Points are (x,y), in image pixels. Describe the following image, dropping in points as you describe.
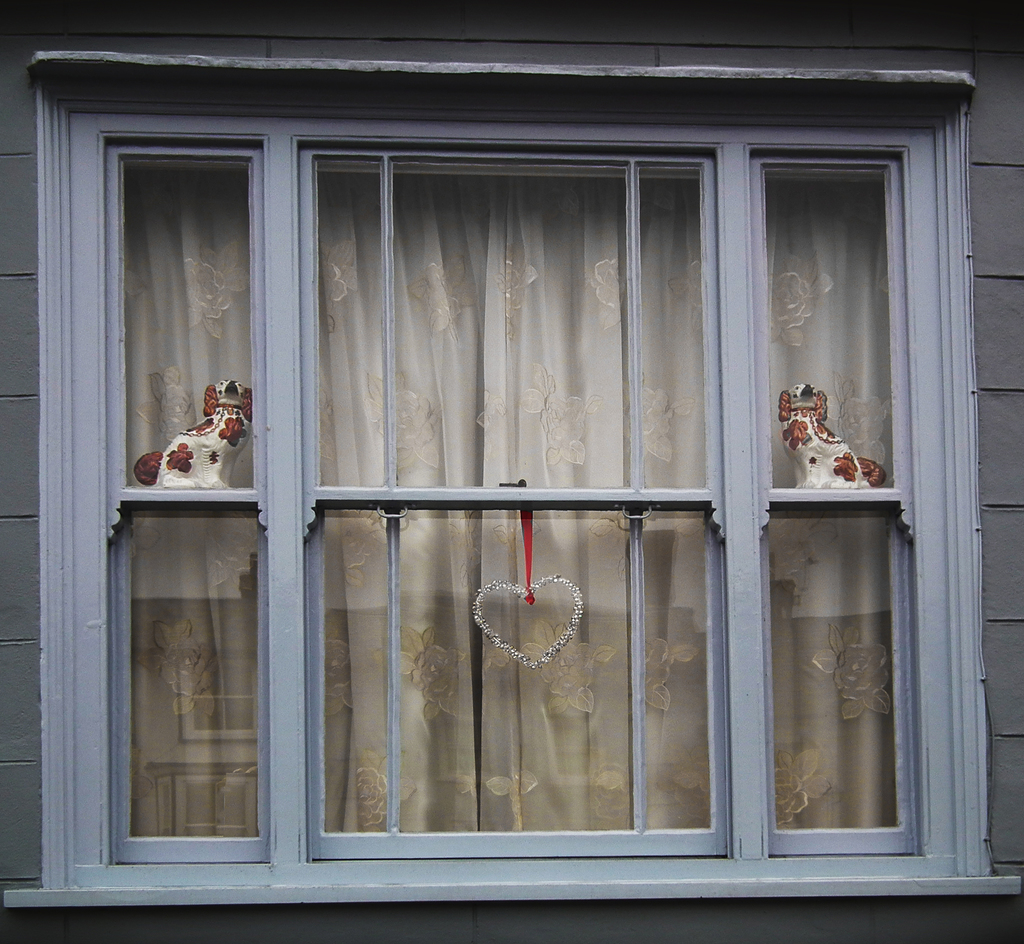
In this image we can see a window (621,455), through the window (636,576) we can see a curtain (361,413), there are two toys (801,422) on the window (738,426), we can also see a wall (17,201).
